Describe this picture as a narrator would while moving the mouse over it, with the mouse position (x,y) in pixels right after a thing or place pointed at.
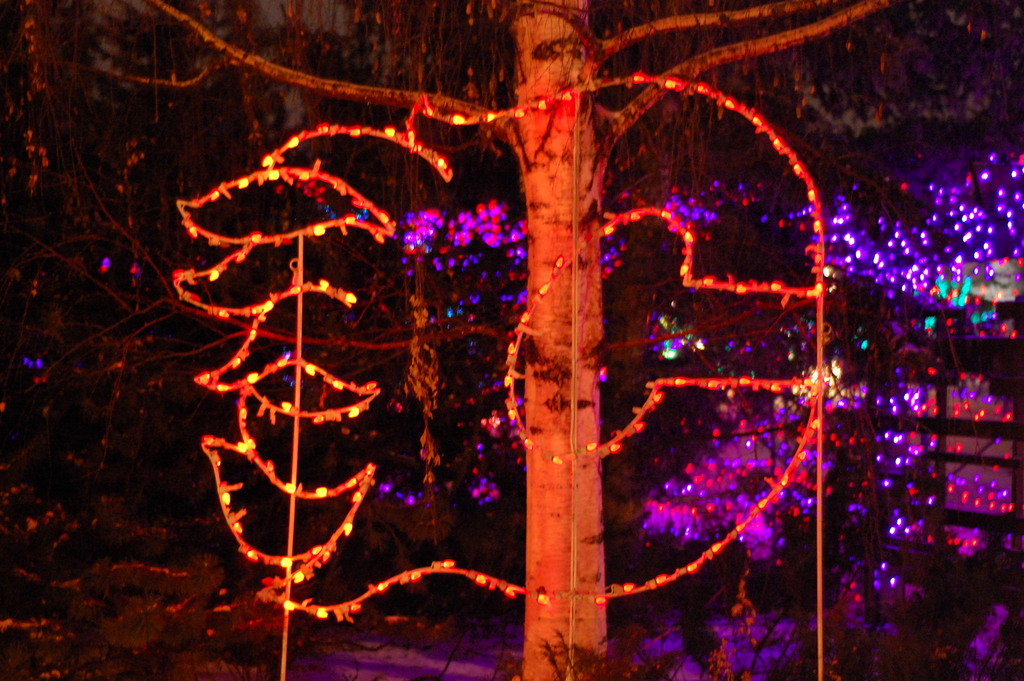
In this picture I can see trees (557,467). I can see decorative lights (513,423).
